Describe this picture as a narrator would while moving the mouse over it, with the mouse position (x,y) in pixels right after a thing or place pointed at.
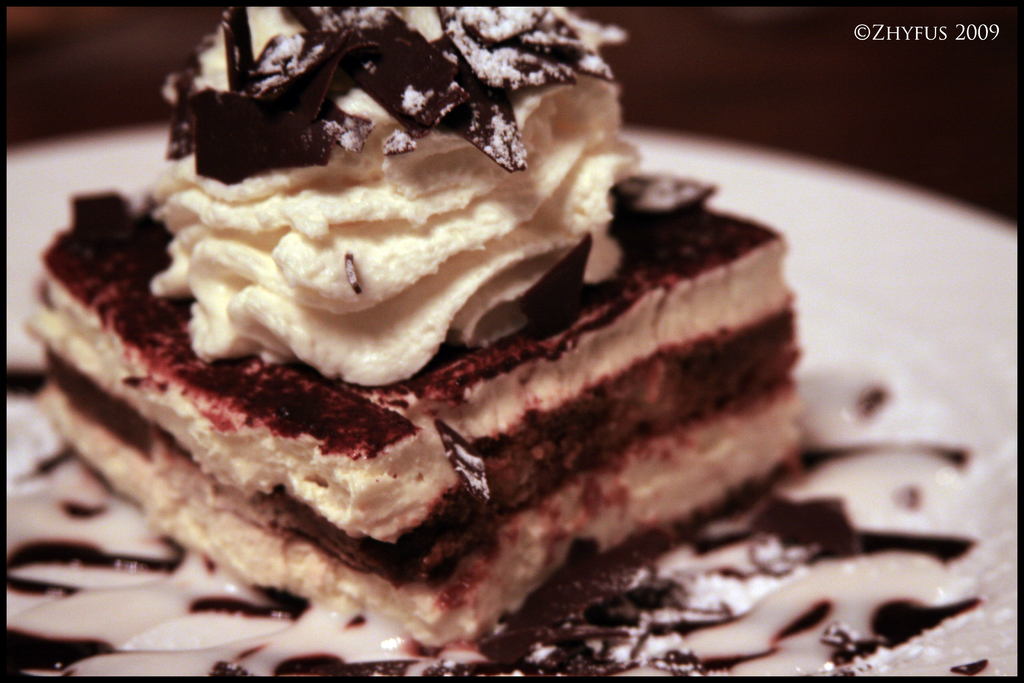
In the image on the white surface (931,461) there is a piece of cake (391,384) with cream (398,303) on it. In the top right corner of the image (964,25) there is text (862,29).
